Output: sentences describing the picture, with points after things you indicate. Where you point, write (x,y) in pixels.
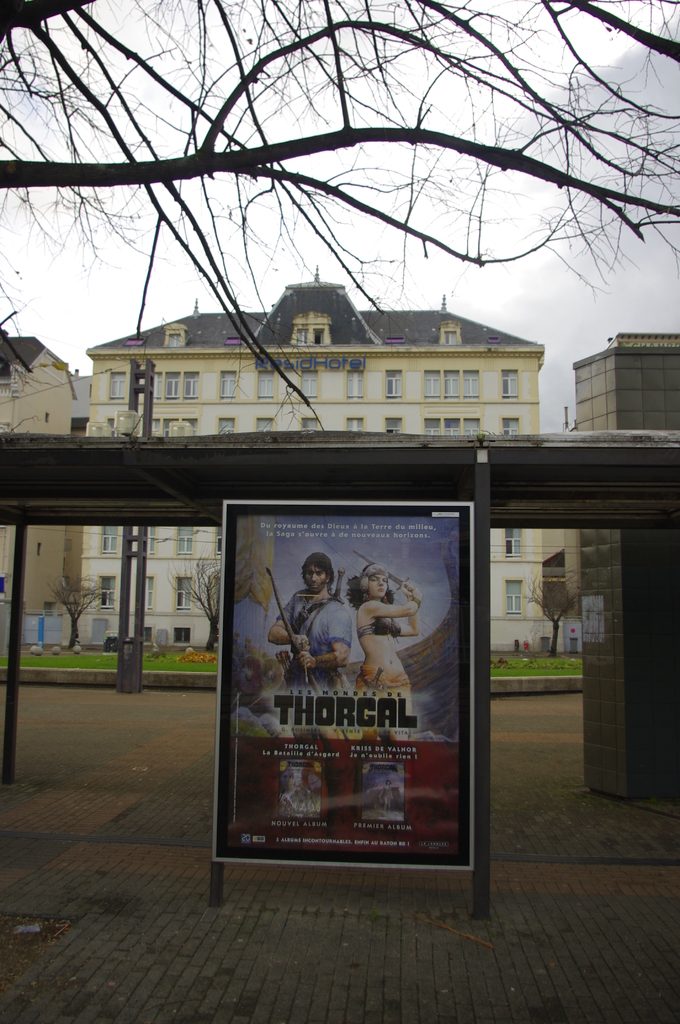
In the picture we can see a path (496,857) on it we can see a board (326,754) with comic advertisement (336,757) behind it we can see a shelter (649,494) and behind it we can see a grass surface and on it we can see some plants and behind it we can see some buildings (467,340) with windows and behind it we can see a sky (509,149) with clouds (527,128).
